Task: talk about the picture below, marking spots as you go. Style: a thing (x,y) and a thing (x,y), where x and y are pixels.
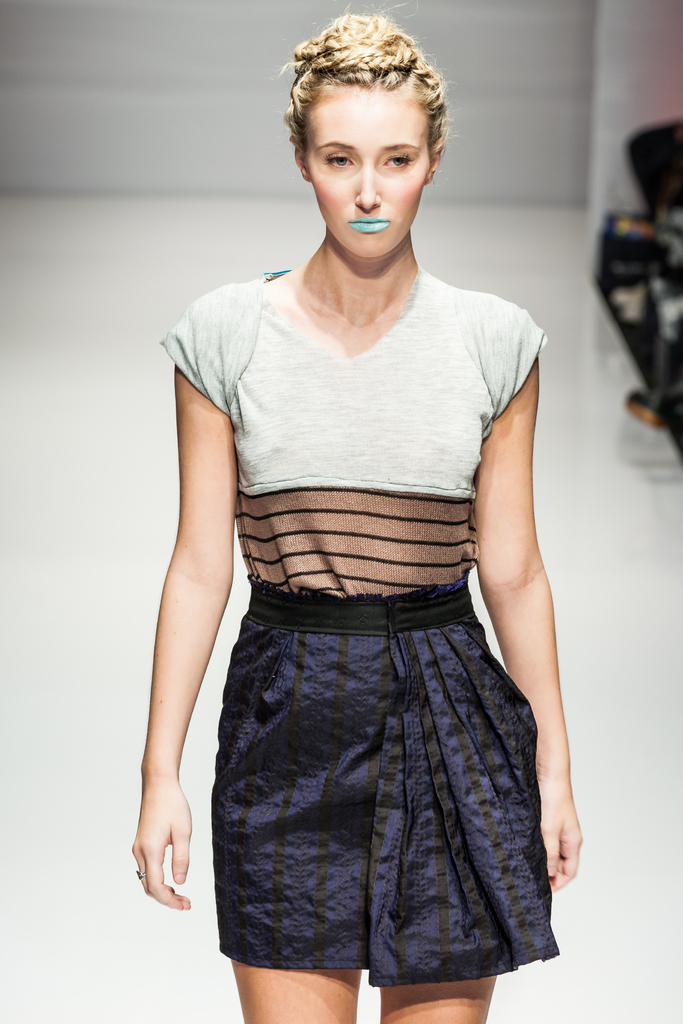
In this image I see a woman (342,492) who is wearing white, black, brown and purple color dress (403,708) and in the background (20,545) I see the white color floor (74,543) and the wall (634,39).
